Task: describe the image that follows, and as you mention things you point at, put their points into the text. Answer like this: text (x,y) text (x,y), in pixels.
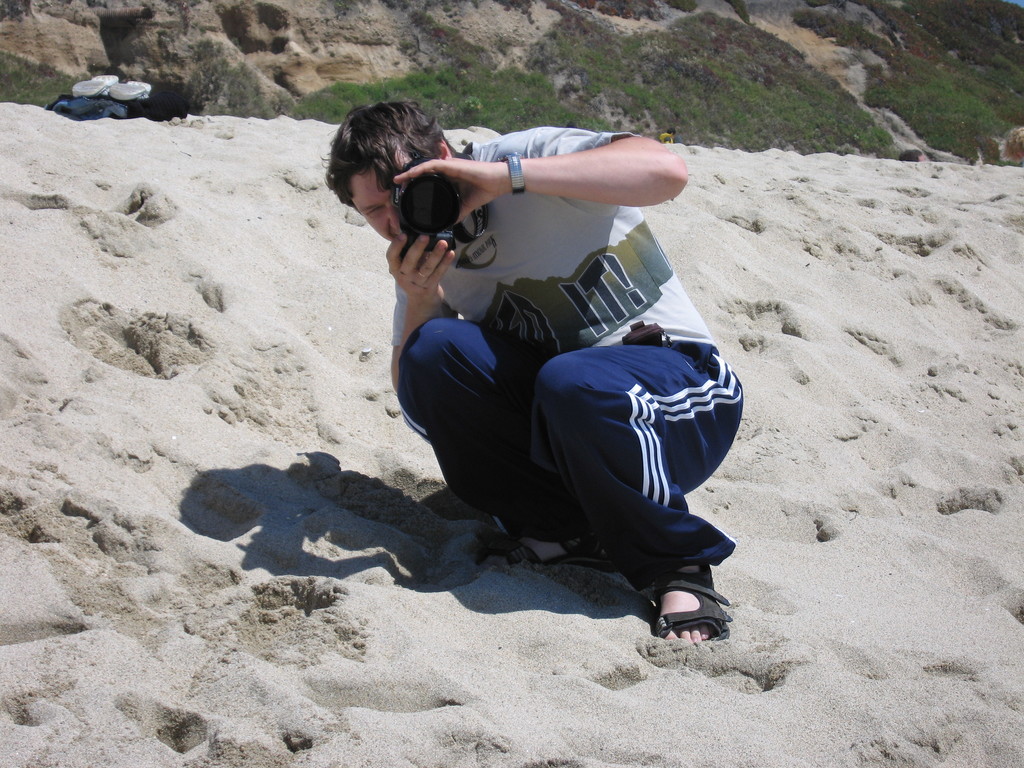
In this image we can see a man (582,448) sitting on the sand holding a camera (411,238). On the backside (538,95) we can see some plants (586,106) on the hill (564,102).
